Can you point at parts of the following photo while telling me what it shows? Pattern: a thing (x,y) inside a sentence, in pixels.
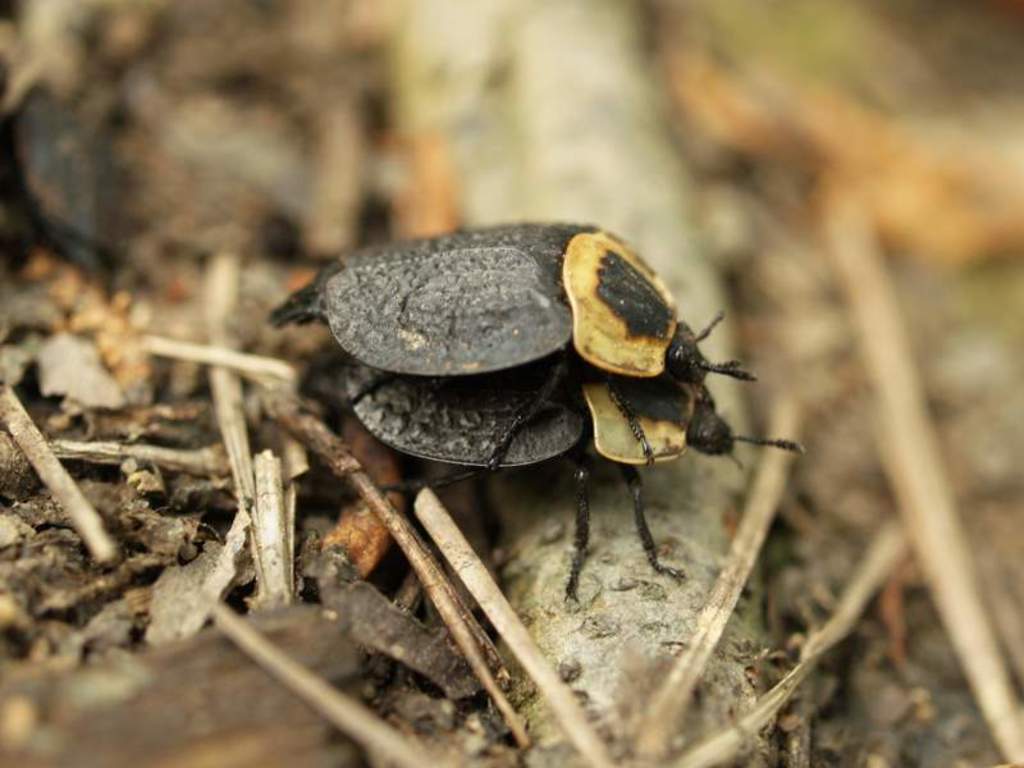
In this image in the front (508,418) there is an insect (583,355) and the background (880,335) is blurry.
